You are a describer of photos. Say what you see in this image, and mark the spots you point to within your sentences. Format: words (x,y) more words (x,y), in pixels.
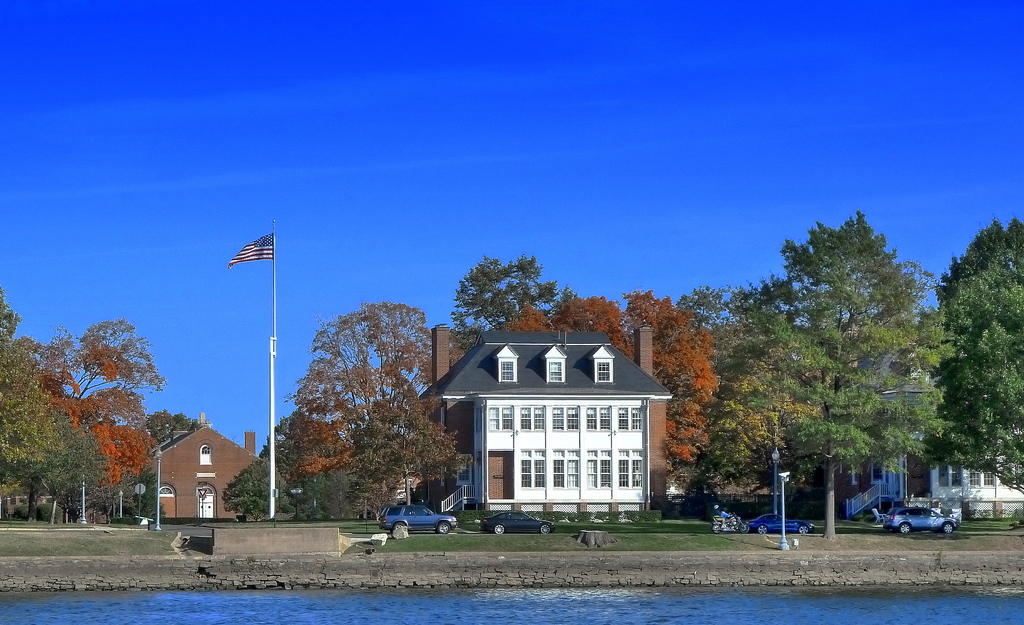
In this image, there are buildings (181,471) in between trees (706,329). There is pole (274,388) in the middle of the image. There are some cars (440,522) beside the lake (539,609). In the background of the image (367,297), there is a sky (428,32).
